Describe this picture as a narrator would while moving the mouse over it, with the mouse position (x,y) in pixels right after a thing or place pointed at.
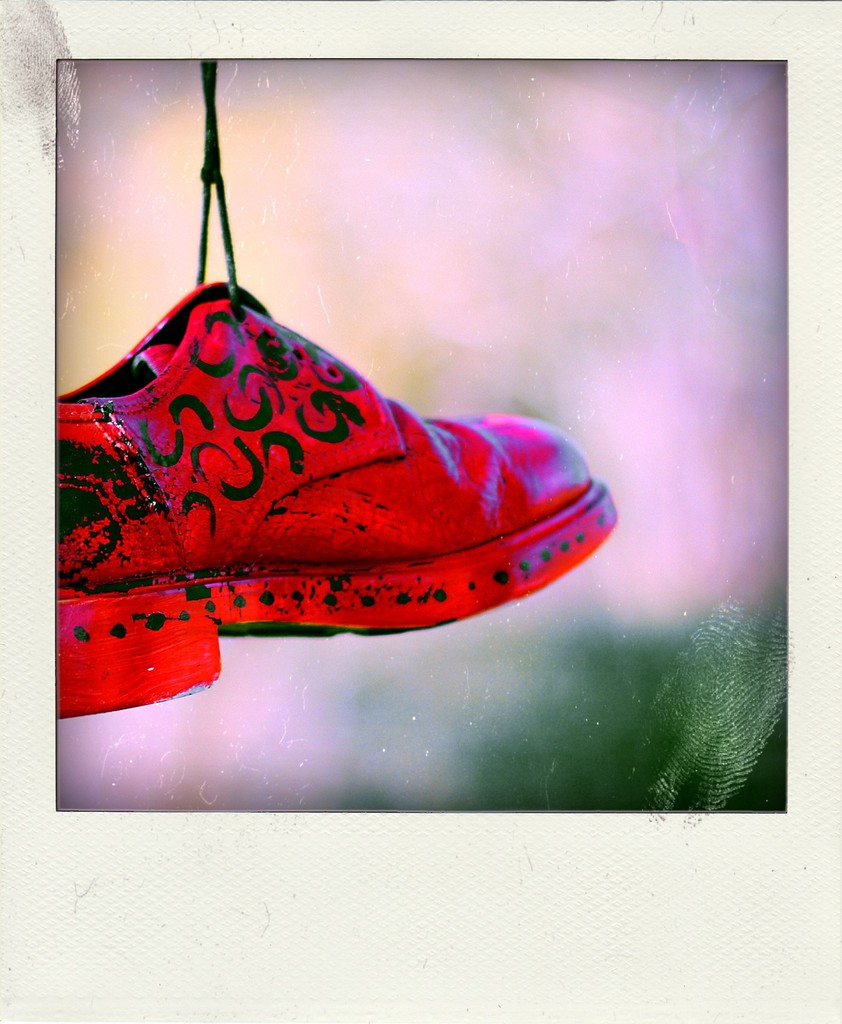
This is a poster having an image. In this image, we can see there is a red color shoe (350,531), having a thread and hanged and the background (217,766) is blurred. And the background of this poster is white in color.
